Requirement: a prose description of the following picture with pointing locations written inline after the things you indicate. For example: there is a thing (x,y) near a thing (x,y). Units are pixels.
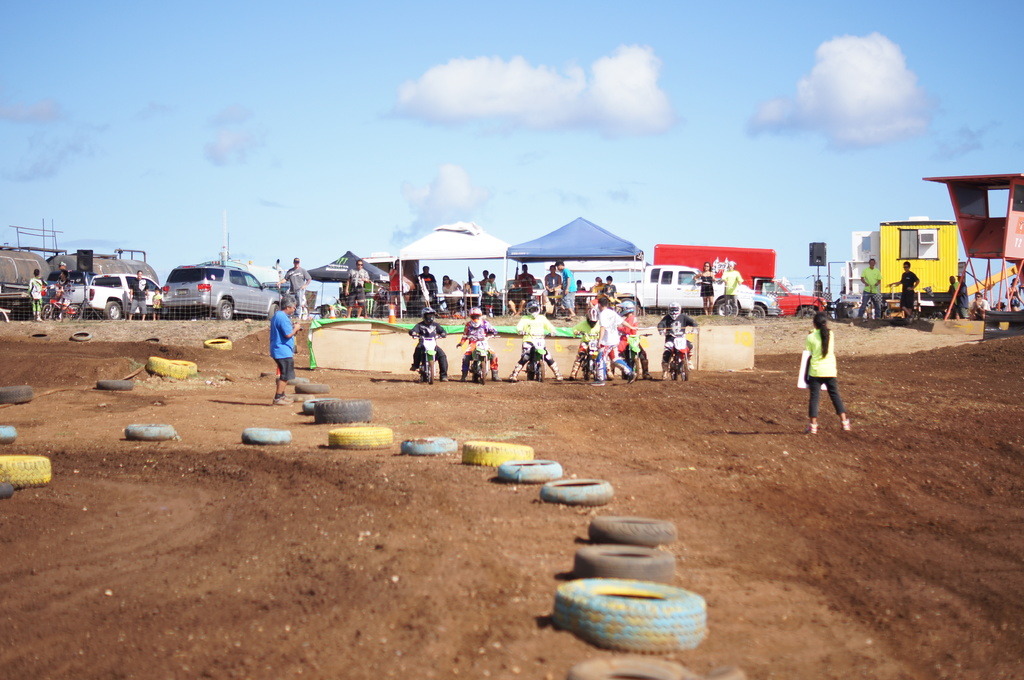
There are Tyres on the ground (489,510) and people (621,342) on the bikes (477,359) in the center (591,359). There are vehicles (173,291), people (529,279), tents (618,261), shed (918,246), speaker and sky (846,239) in the background area (618,174).
